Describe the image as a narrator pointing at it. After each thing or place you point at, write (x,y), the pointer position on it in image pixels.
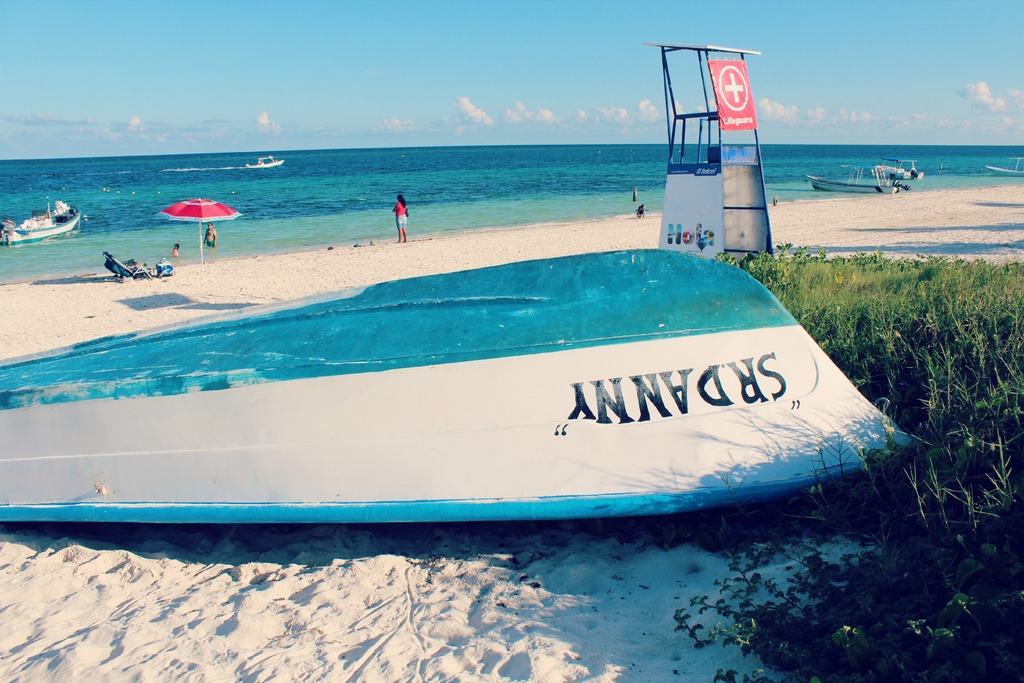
In this picture, we can see a few people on the beach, and some objects (784,307) on the ground (950,317) like boat (754,288), umbrella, and we can see some metallic object (737,168), and we can see water (77,259), boats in water (78,259), and we can see the sky (965,96) with clouds (984,94).
